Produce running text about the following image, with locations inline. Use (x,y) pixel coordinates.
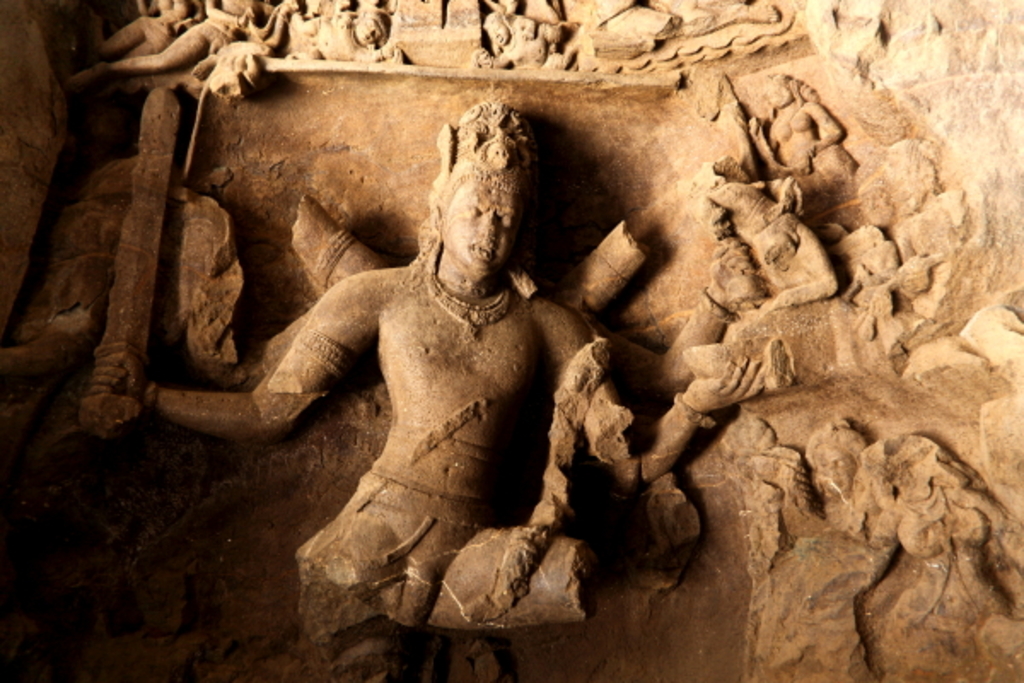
In this picture, we can see the ancient stone sculptures (477,179) on the wall (803,614).
